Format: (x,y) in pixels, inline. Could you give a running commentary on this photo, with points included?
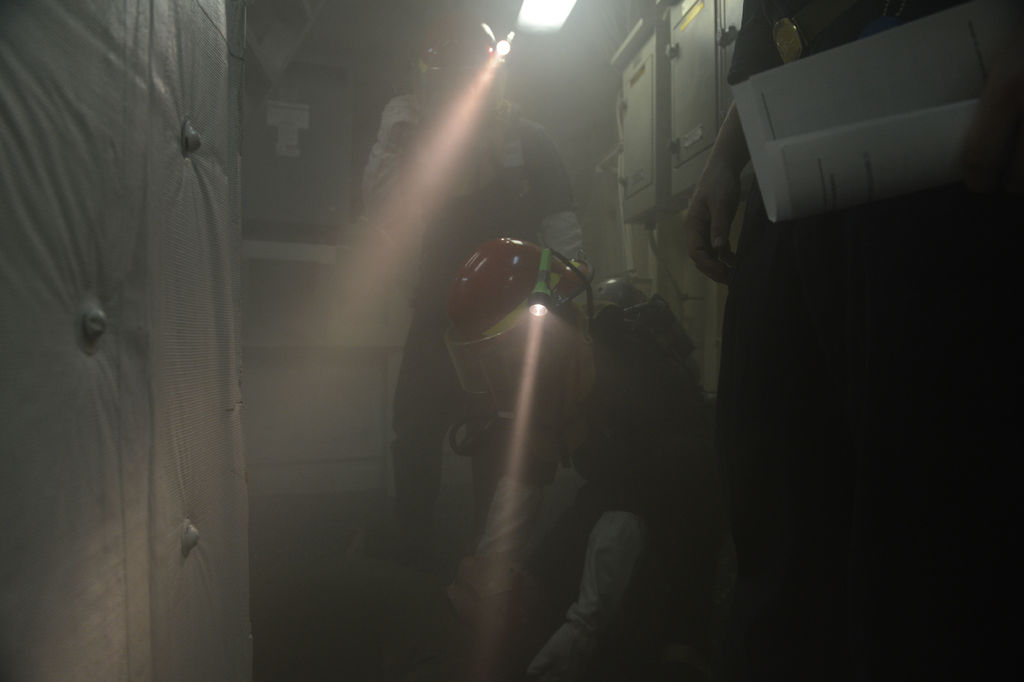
In this image we can see three persons (667,465) and there are two persons (550,373) wore helmets (523,285). Here we can see torches (544,300) and a light (549,10). There is a dark background (309,35) and we can see boxes (647,184).
